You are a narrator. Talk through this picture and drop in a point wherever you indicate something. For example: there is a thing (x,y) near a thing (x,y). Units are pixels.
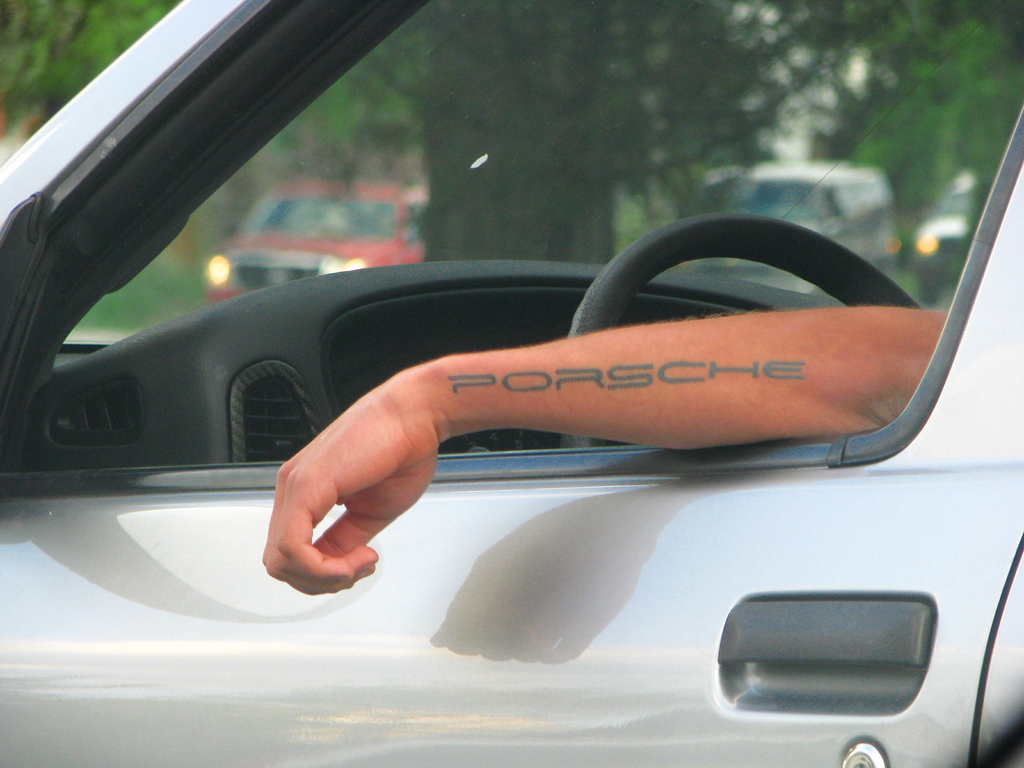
In this picture I can see a tattoo (797,379) on the hand (629,396) of a person (767,396), who is inside the car (374,40), and in the background (610,195) there are vehicles (347,232) and trees (546,147).
